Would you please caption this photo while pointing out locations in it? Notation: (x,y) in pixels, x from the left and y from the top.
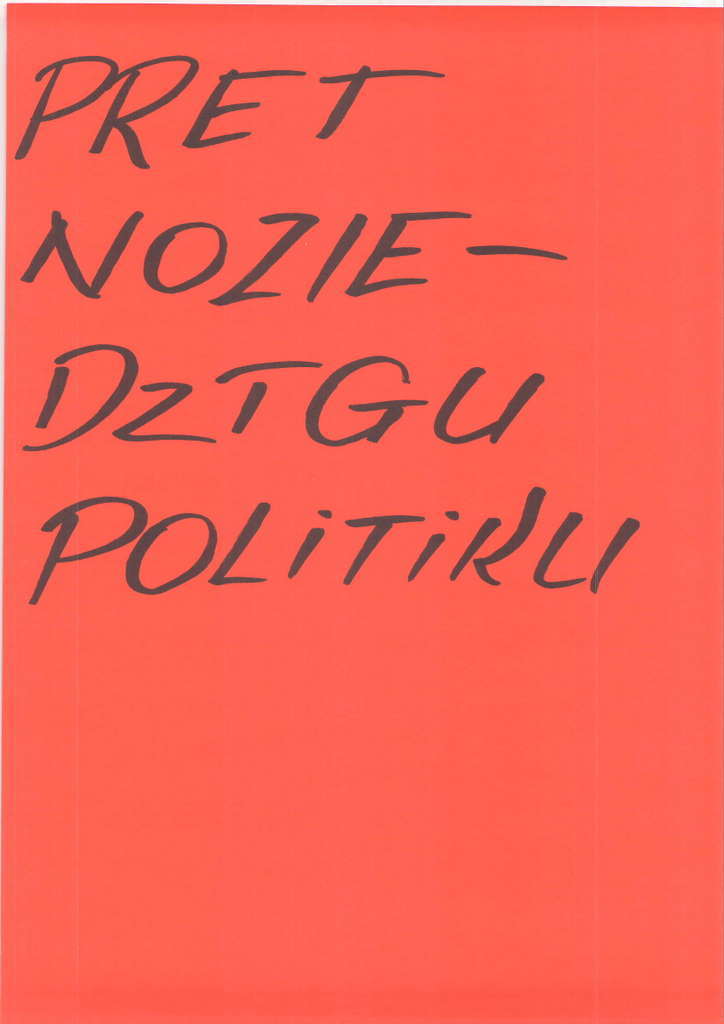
In this image I can see orange colour background (443,477) and on it I can see something is written in black colour.
